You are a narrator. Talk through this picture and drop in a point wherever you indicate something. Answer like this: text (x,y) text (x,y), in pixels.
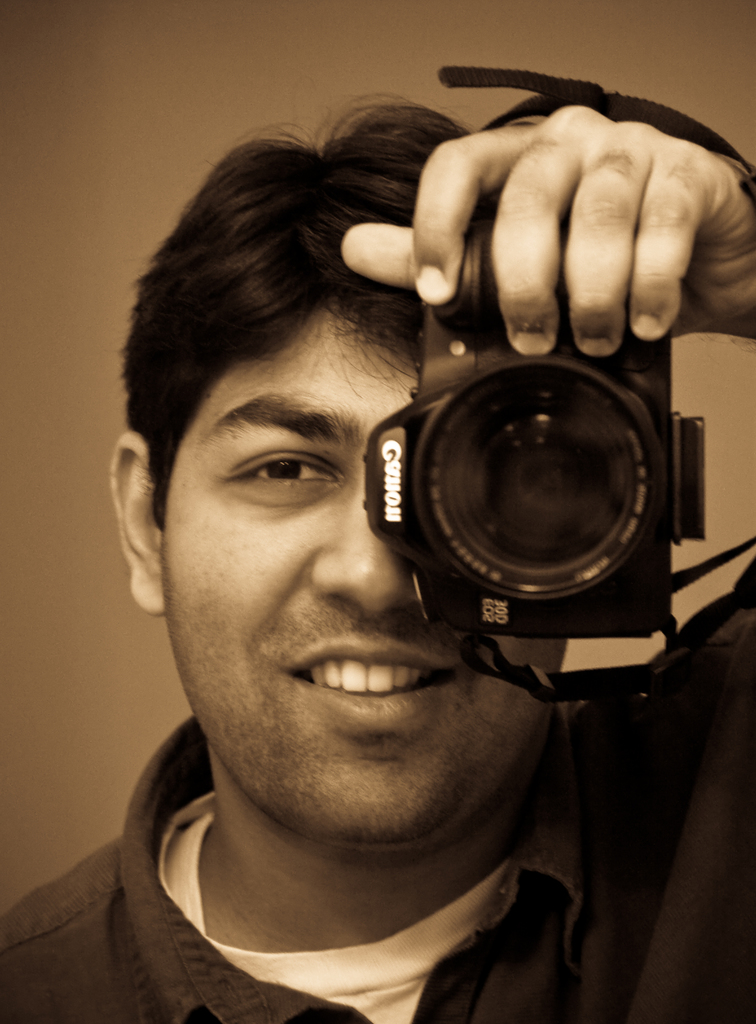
I can see a man (395,762) smiling and holding a camera (533,527) in his hands (574,261). This camera (515,467) is of canon company.
